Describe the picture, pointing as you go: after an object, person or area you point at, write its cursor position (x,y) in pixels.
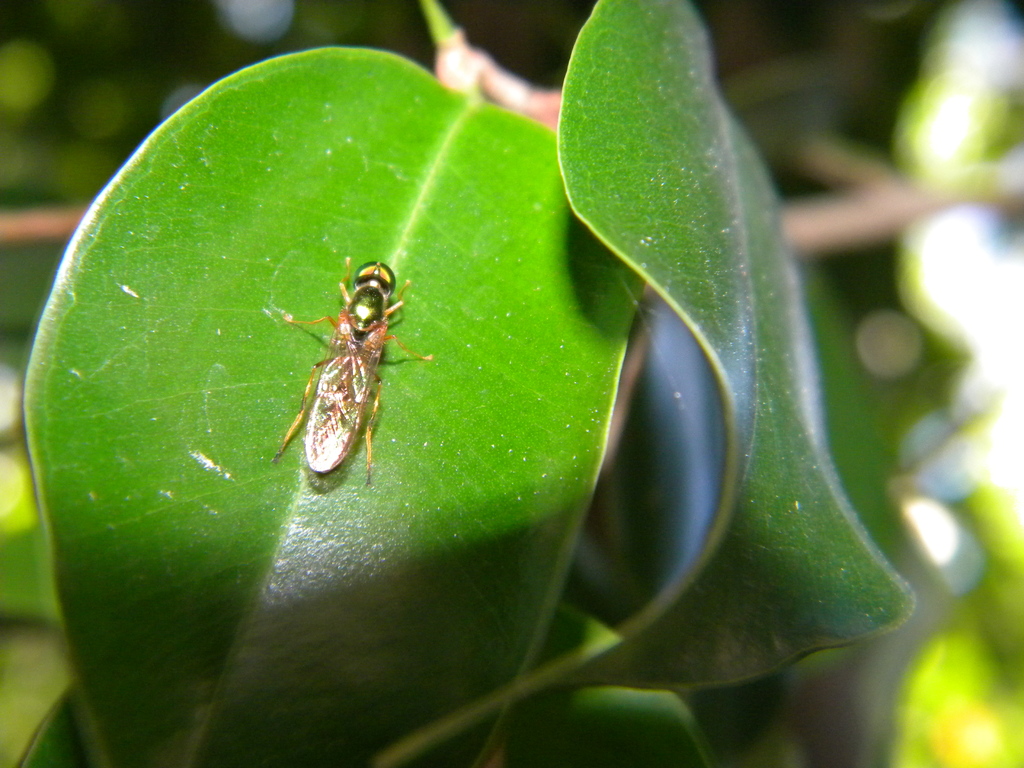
In this image I can see two leaves (480,463) which are green in color and on the leaf (478,405) I can see an insect (362,378). I can see the blurry background (798,12).
